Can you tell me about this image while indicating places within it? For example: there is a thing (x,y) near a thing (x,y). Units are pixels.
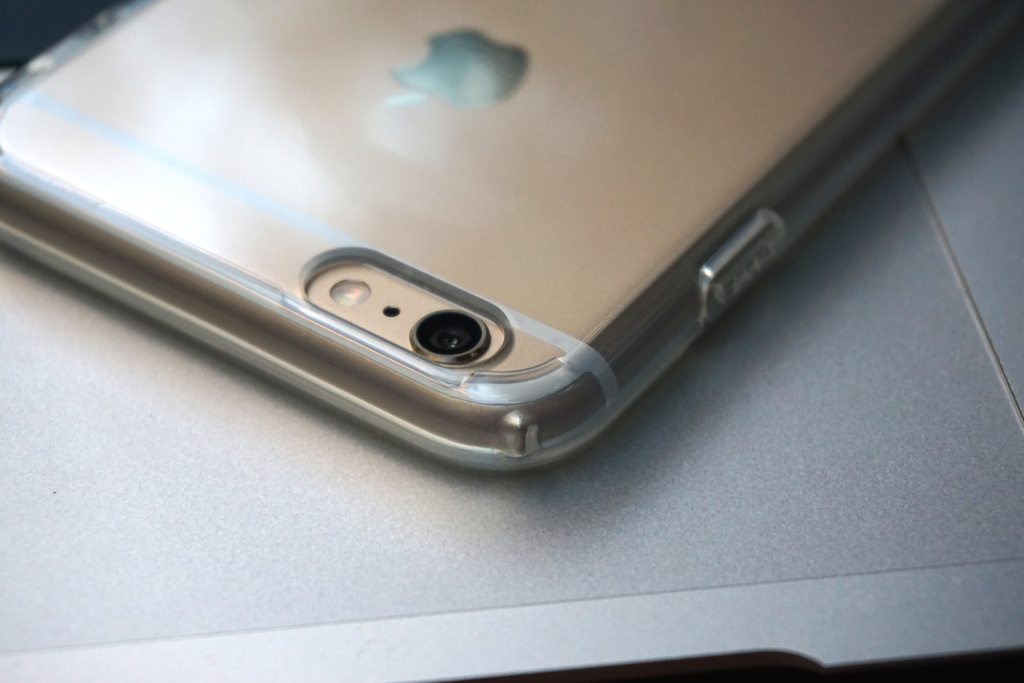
In this image we can see mobile phone (479,192) placed on the laptop (742,480).
